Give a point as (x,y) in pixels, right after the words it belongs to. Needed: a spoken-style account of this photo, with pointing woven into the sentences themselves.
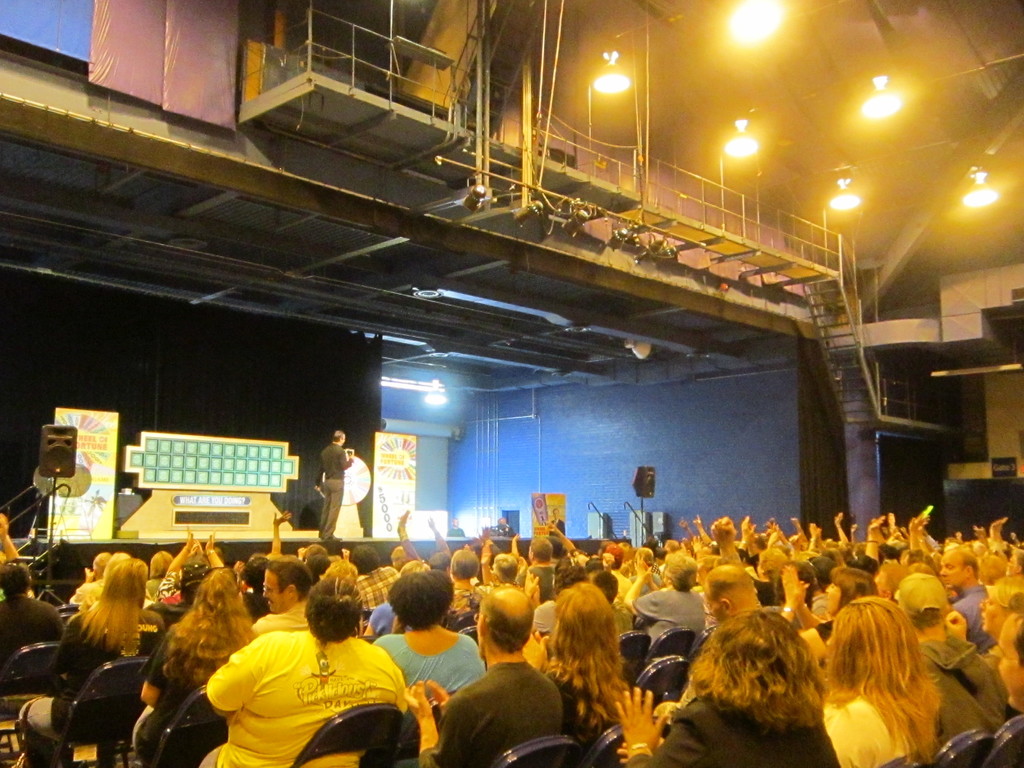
This picture describes about group of people (376,634), few are seated on the chairs (697,637) and a man (340,473) is standing on the stage (367,538), in the background (390,521) we can find few hoardings (89,430), speakers (58,437), metal rods (616,191) and lights (737,148).
